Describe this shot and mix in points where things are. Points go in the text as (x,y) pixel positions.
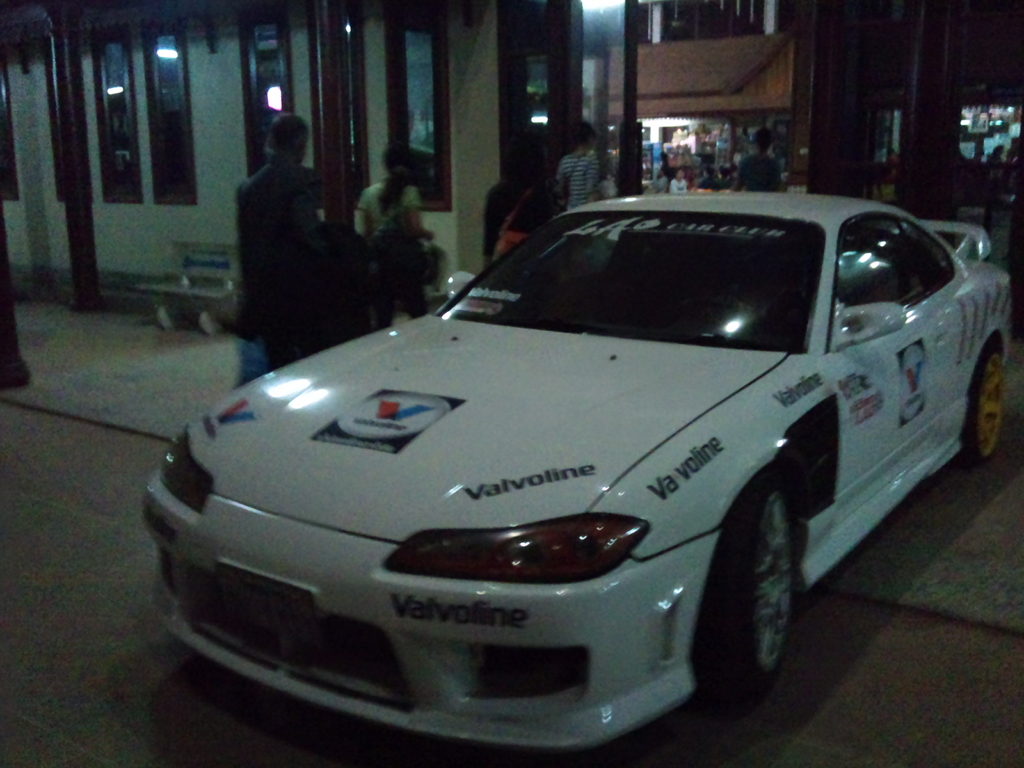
In this image we can see a car (633,399) with text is placed on the ground (833,641), a group of people (271,271) is standing. In the background (239,139), we can see a group of buildings (788,182) with windows (440,64), a bench (205,274) placed on the ground (193,317), poles (77,152) and some lights (670,123).
